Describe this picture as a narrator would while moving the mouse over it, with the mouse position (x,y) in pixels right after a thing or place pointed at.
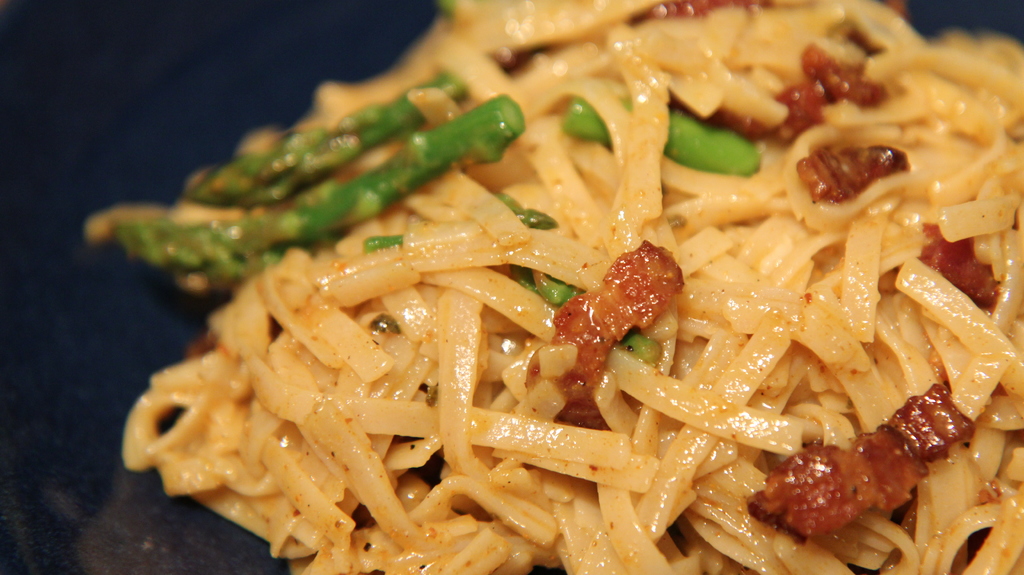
In this image we can see some food (527,304) placed on the surface (244,565).
